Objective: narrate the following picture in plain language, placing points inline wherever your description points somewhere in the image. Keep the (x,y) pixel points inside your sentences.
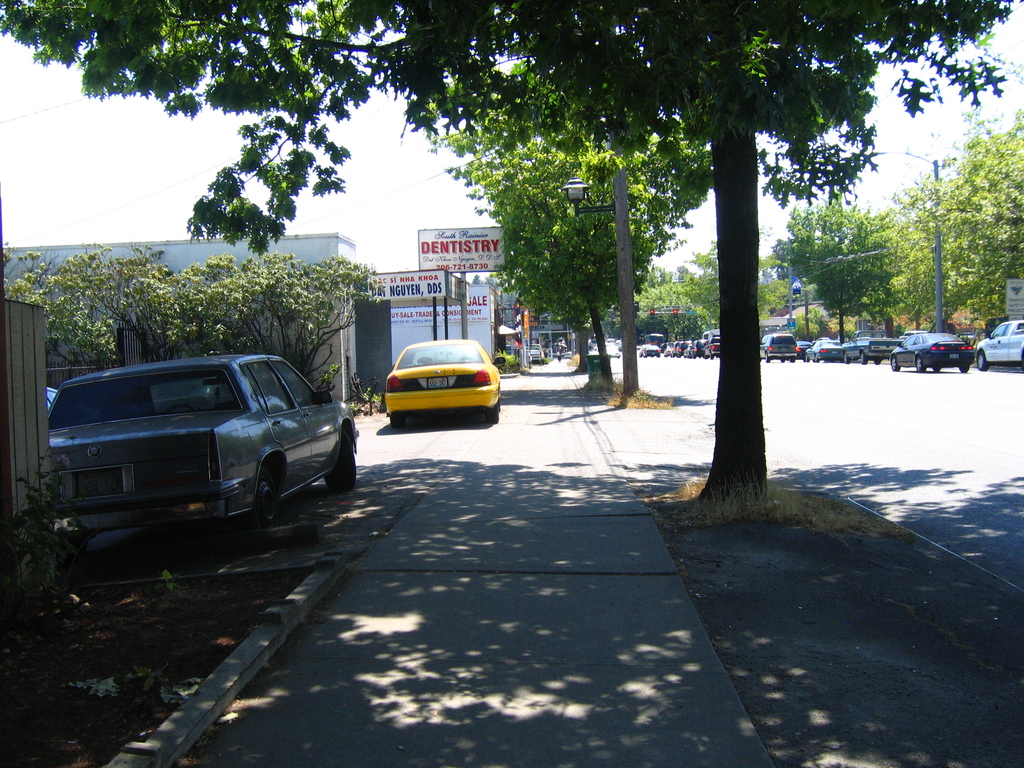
In this image there are a few cars (452,375) parked on the pavement (366,439) and there are a few cars (785,354) passing on the road (776,362), on the either side of the road (706,371) there are trees (749,395) on the pavement (634,420) and there are lamp posts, on the left of the image (337,338) there are shops (415,310) with display boards (461,312) in front of it.
